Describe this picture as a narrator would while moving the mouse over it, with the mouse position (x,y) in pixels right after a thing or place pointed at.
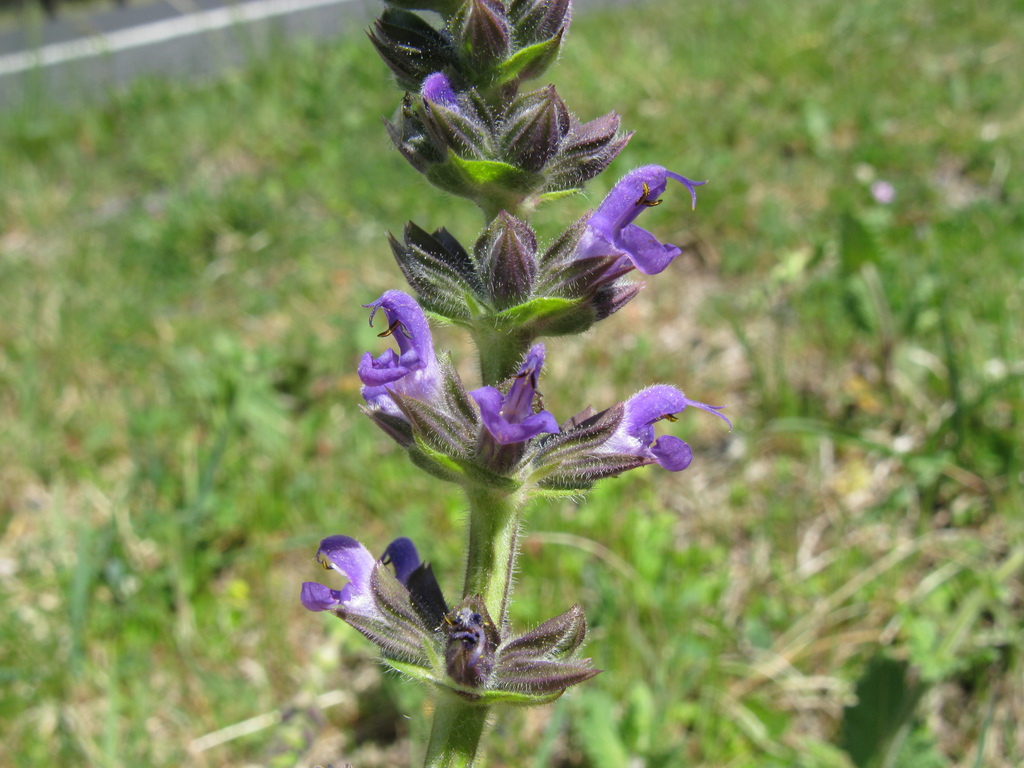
In this image there is a wild sage (520,400), in the background (146,529) it is blurred.
